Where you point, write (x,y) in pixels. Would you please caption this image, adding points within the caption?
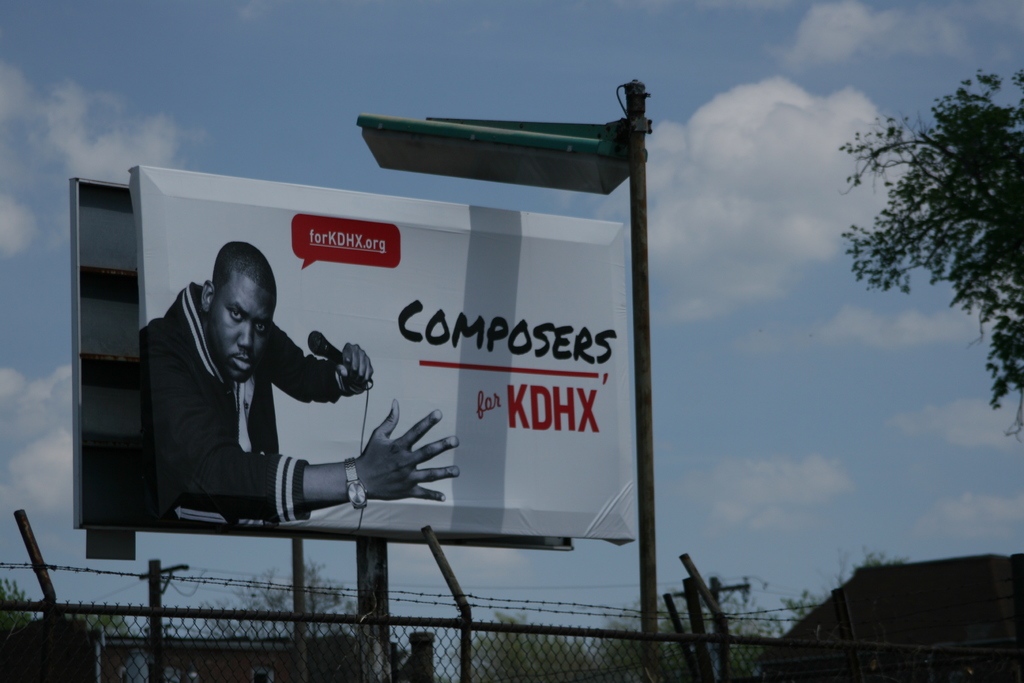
In this picture we can see a banner (346,475), fence (482,641), sheds (886,636), trees (971,268), some objects (688,603) and in the background (681,216) we can see the sky (825,382) with clouds (59,137).
